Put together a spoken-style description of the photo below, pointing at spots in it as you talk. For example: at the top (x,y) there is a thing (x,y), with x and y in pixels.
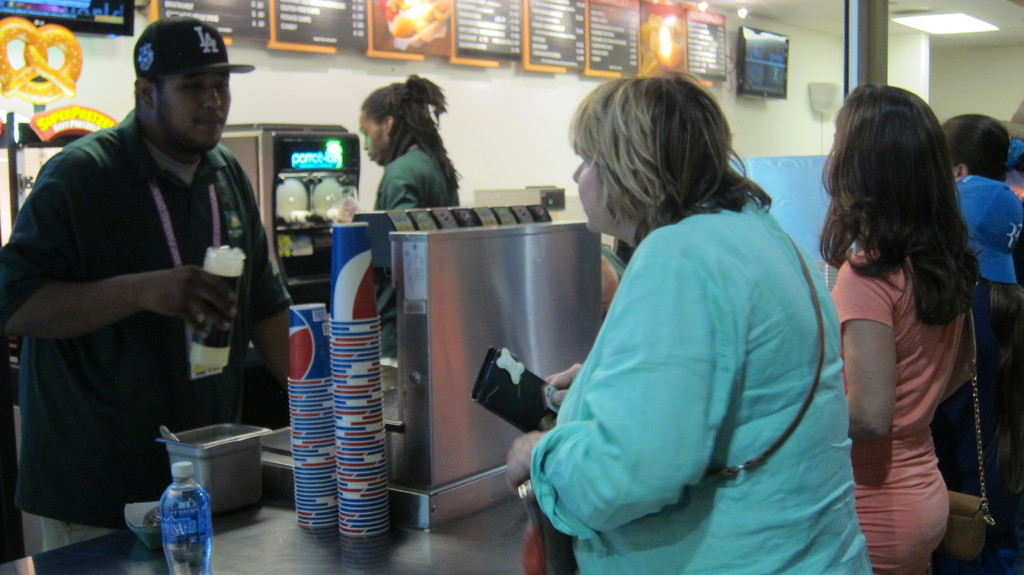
In this image there are people (790,258) standing in front of the table (156,563). On top of the table (239,520) there is a water bottle (195,565). There are cups (323,392) and a few other objects (418,311). On the left side of the image (309,149) there are two machines (272,167) on the table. In front of the table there is a person (371,145). In the background of the image (418,42) there are photo frames (537,42) and two televisions (746,29) on the wall (513,115). On top of the image (972,21) there are lights (946,20). On the right side of the image (878,47) there is a pole (887,57).
